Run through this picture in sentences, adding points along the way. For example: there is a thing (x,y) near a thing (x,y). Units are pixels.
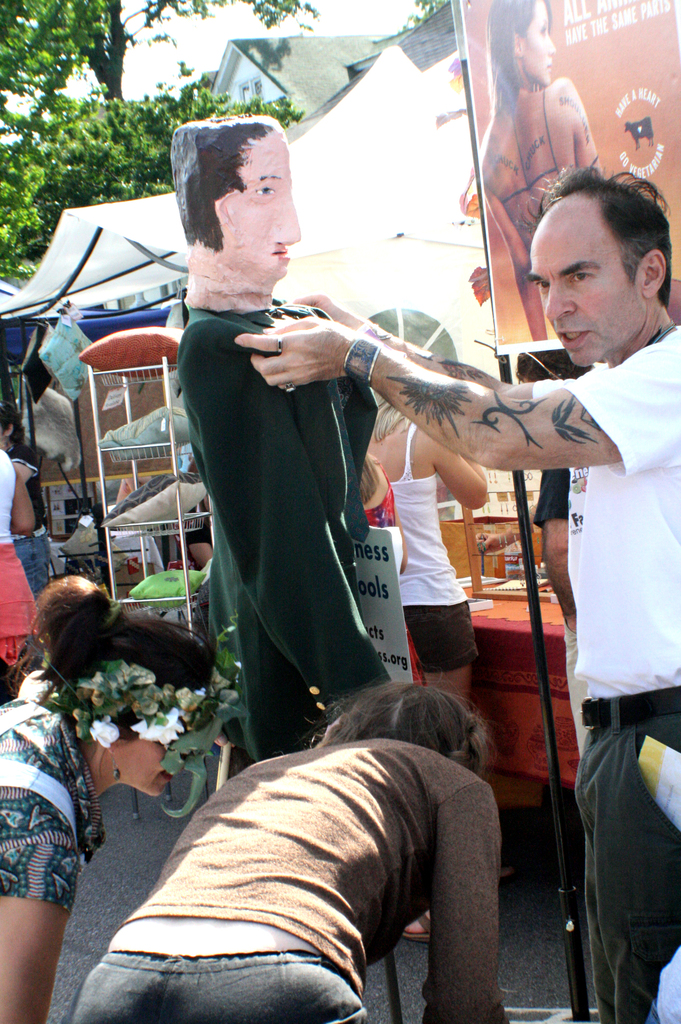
In this image we can see the people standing on the ground (579,853). And we can see the stalls (300,225) and the statue (307,407). In the background (238,65), we can see the trees (223,98), building (263,60) and sky (209,65) and we can see the banner (523,149) with text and image (502,3).
